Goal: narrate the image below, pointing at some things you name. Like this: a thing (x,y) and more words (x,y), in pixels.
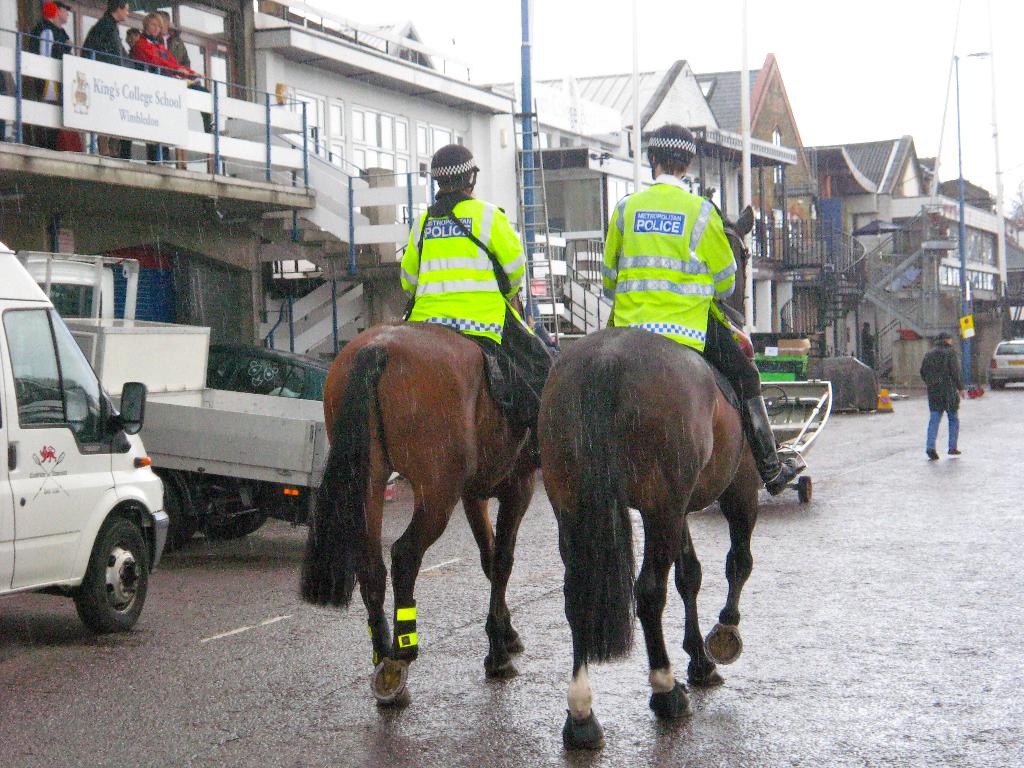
In the middle of the image (502,259), there are two persons (483,254) in light green color jackets (720,229), riding horses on a road (767,729), on which there are vehicles (1023,345) and a person (921,370). In the background (114,53), there are persons (161,41) on the floor (67,162) of a building (205,166), there are buildings (243,75) and there is sky (932,26).
